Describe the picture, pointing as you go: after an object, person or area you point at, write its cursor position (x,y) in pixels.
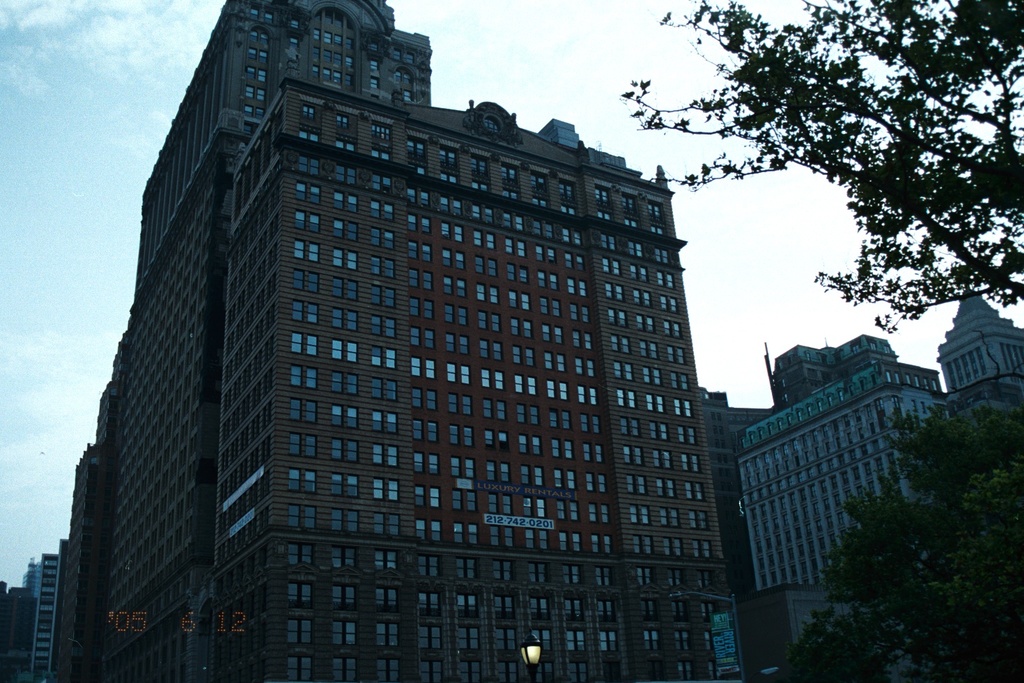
In the picture we can see some buildings (648,411), on right side of the picture (986,49) there are some trees (842,286) and top of the picture (708,87) there is clear sky (70,268).
